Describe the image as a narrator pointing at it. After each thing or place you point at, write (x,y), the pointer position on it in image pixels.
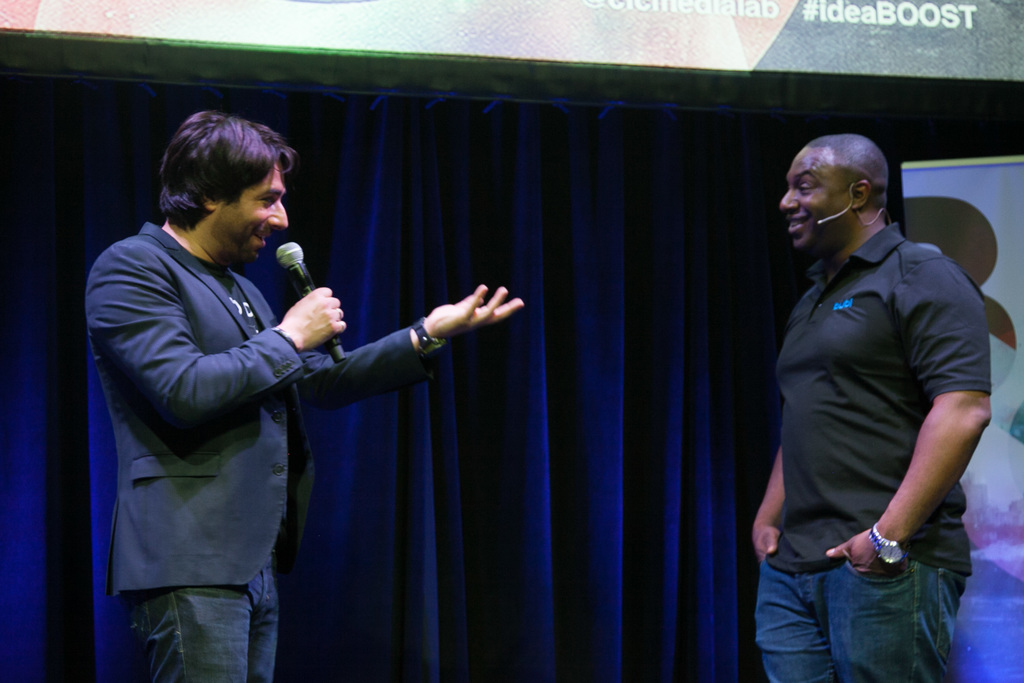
In this picture these two persons (173,371) are standing. This person (301,323) holding microphone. On the background (643,233) we can see curtain (603,438), banner (983,181).
